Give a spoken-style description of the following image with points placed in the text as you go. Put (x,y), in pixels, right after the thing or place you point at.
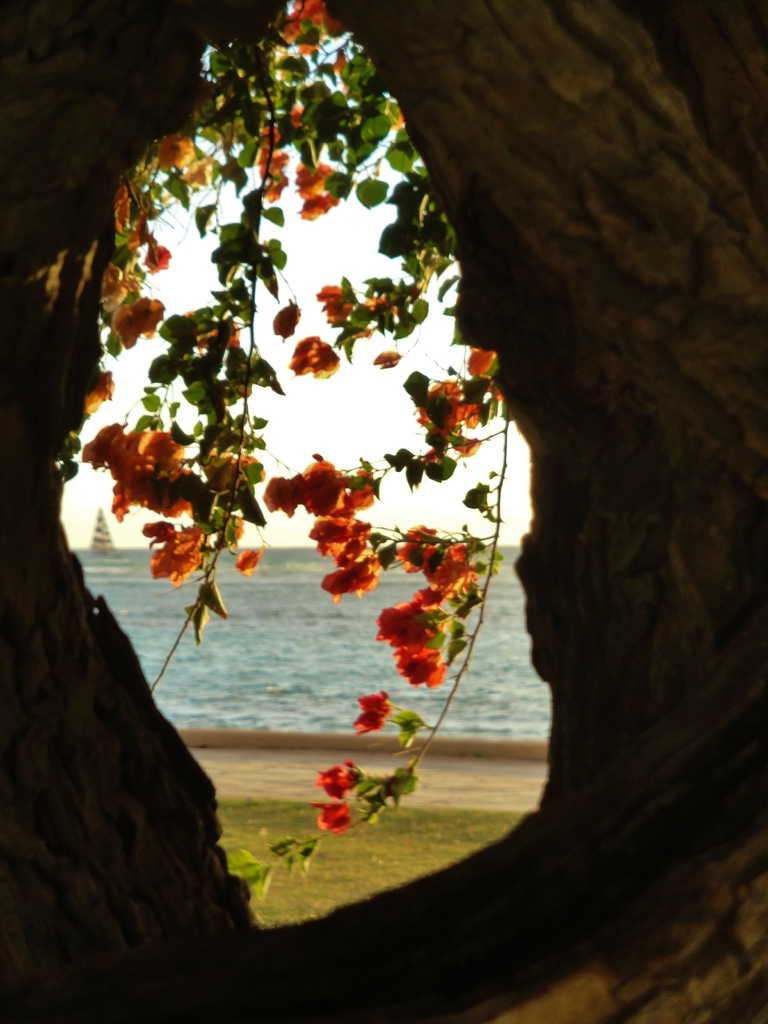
There's a hole (227,410). Through the hole (244,752) we can see stems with leaves (218,348) and flowers (314,465). In the back (255,639) there is water (312,605) and sky (352,426). On the water (86,563) there is a boat (103,537).
